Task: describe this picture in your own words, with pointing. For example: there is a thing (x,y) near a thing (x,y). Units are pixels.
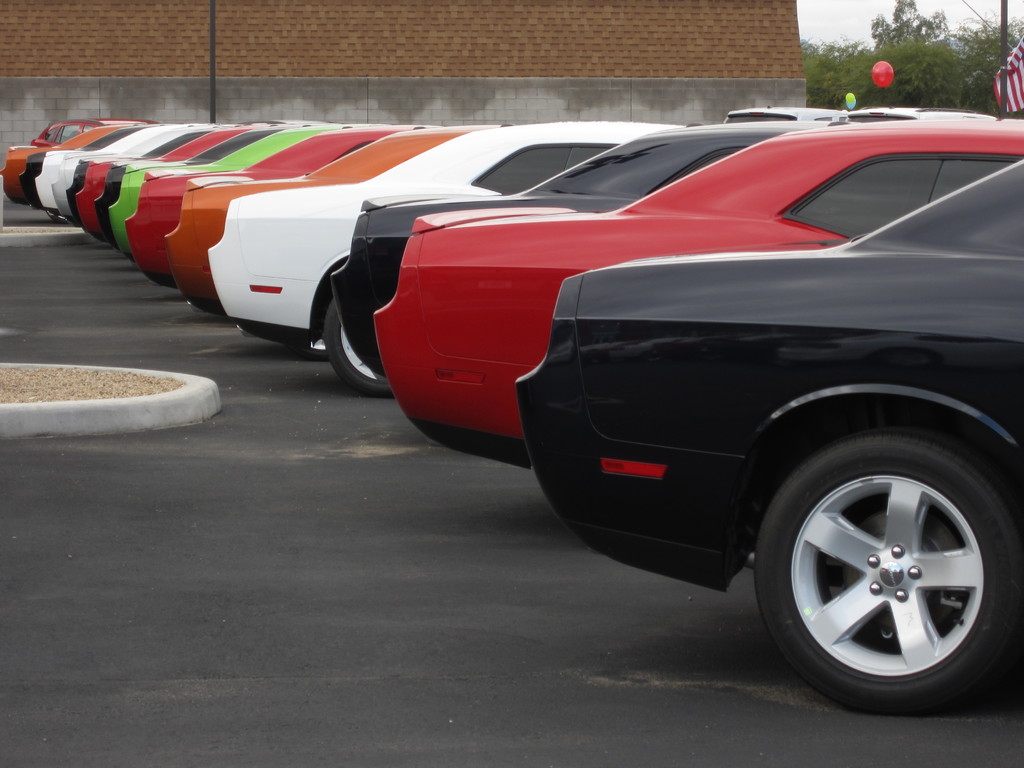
In this image I can see fleets of cars (510,446) on the road (373,577). In the background (985,93) I can see a wall fence (328,84), pole (1002,92), trees (876,104), flag (1021,92), wall (673,93) and the sky (830,8). This image is taken may be during a day.
